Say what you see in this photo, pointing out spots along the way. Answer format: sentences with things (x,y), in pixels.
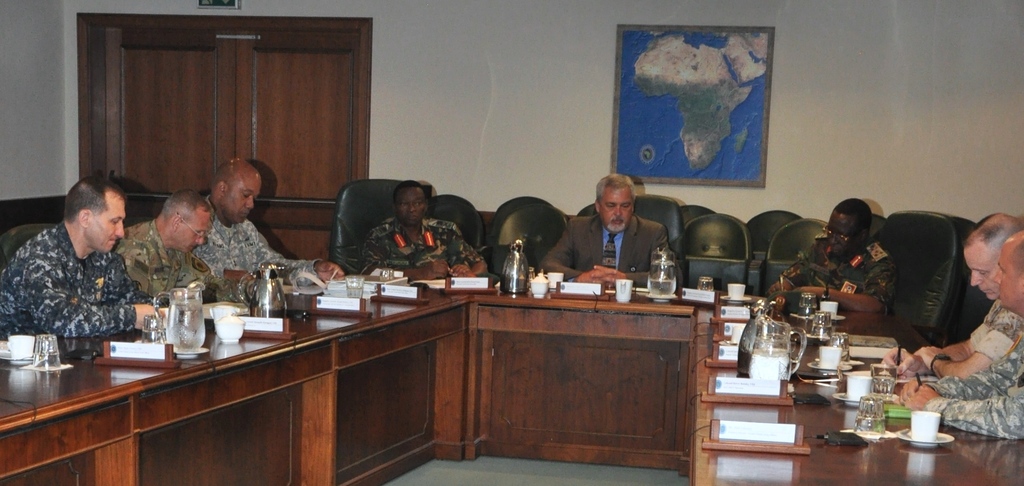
As we can see in the image there is a white color wall (535,69), photo frame (721,93), few people (81,327) sitting on chairs (768,255) and there is a table (213,339). On table (4,422) there are mugs (199,327), glasses (44,358), cups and plates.
